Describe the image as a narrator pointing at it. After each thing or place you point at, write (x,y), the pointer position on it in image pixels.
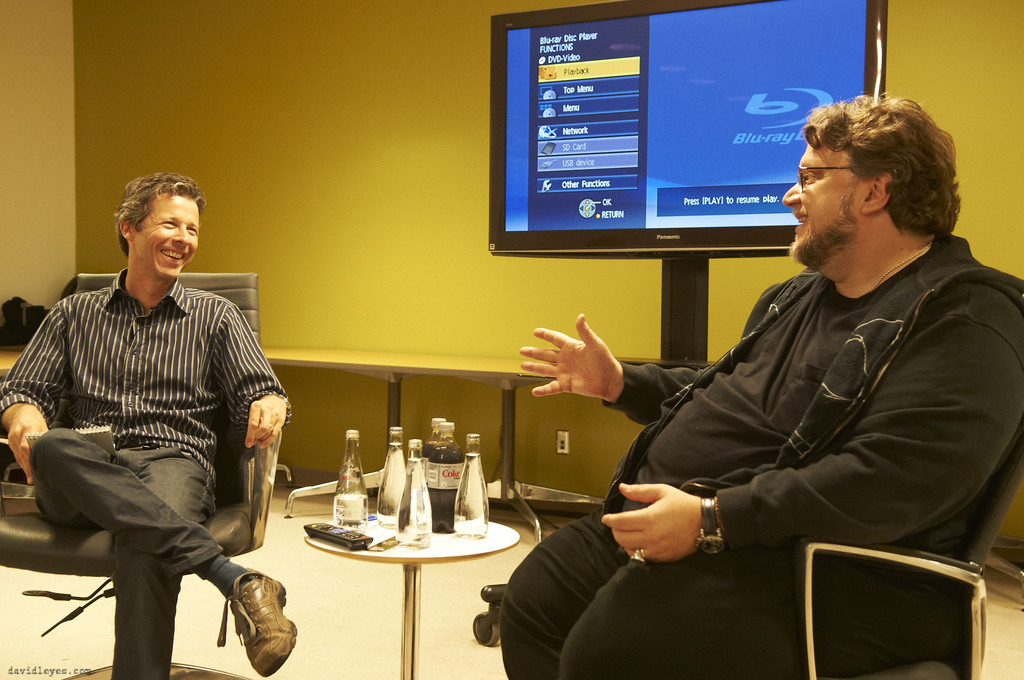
In this image, two people (874,501) are sitting on a chair (233,534) and smiling. In the middle of the image (472,437), we can see a table (408,564), few items (355,521) are placed on it. Background (365,388) we can see a desk (454,364), wall (415,294), television (721,194). Left side of the image (33,324), we can see some black color objects (19,330). At the bottom of the image (67,671), we can see a watermark (43,672).
